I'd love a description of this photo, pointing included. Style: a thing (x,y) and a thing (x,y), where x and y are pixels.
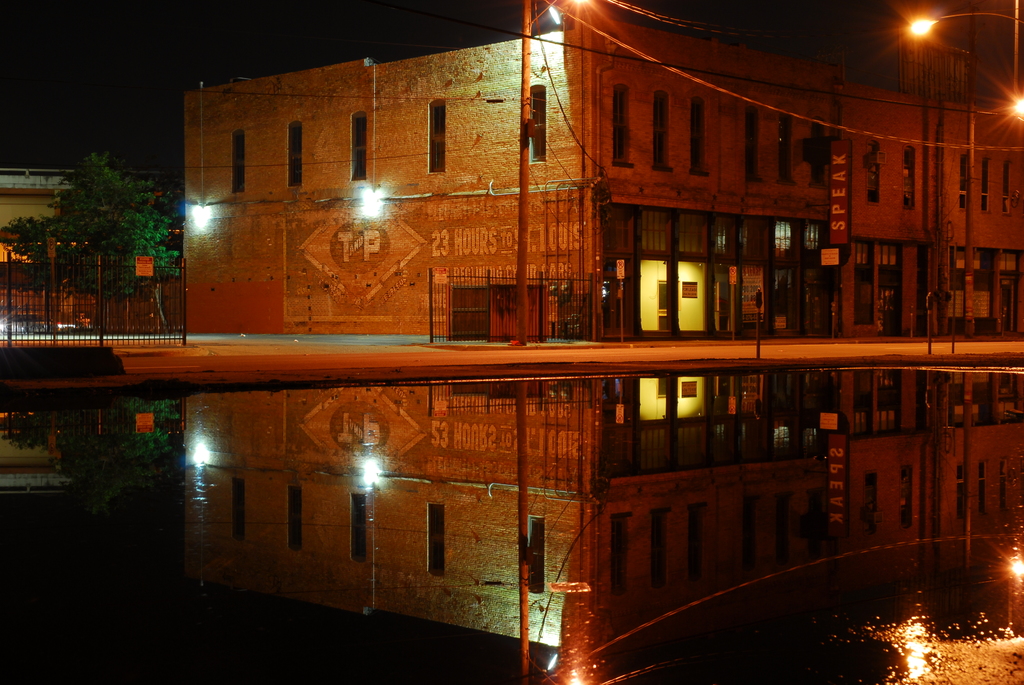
In this image we can see a building (669,182) with doors (719,307) and windows (534,89), there are some lights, water (735,560) and wires (422,199) in front of the building (464,224), on the left side of the image (134,219) there is a tree (57,196) and a fence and a building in the background (149,317).
